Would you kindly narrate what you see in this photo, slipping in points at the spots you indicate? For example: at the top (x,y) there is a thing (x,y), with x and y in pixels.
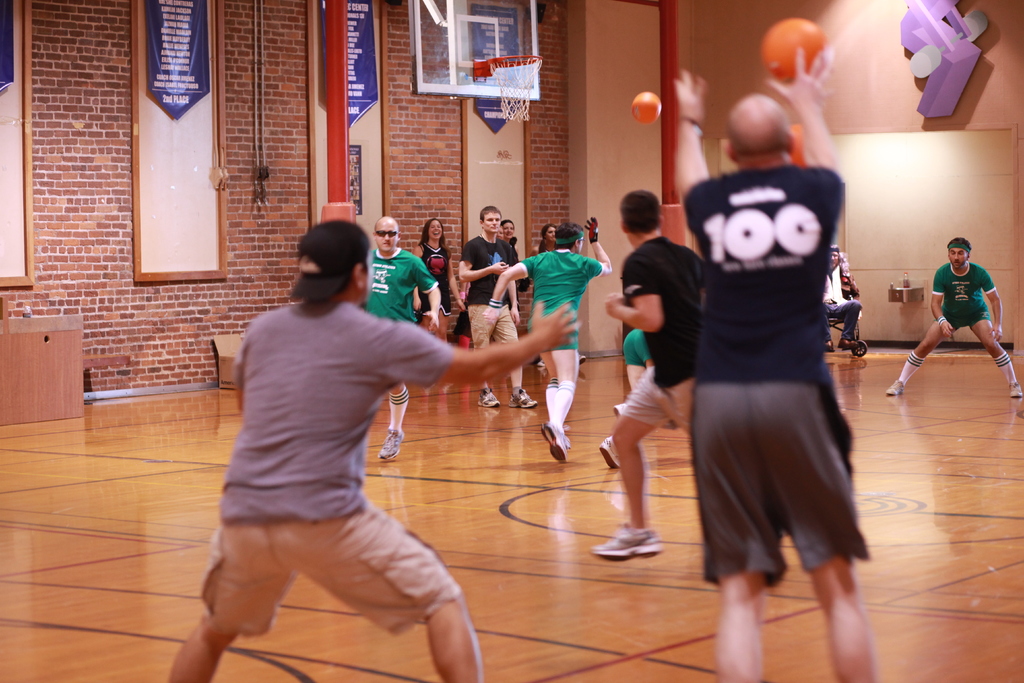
This is an inside view of a building (391,132) and here we can see people (707,222) playing with balls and in the background (123,89), there is a wall (244,172) and we can see some posts (326,120) and poles (343,125) and there is a hoop (516,92). At the bottom (556,611), there is floor (548,511).
